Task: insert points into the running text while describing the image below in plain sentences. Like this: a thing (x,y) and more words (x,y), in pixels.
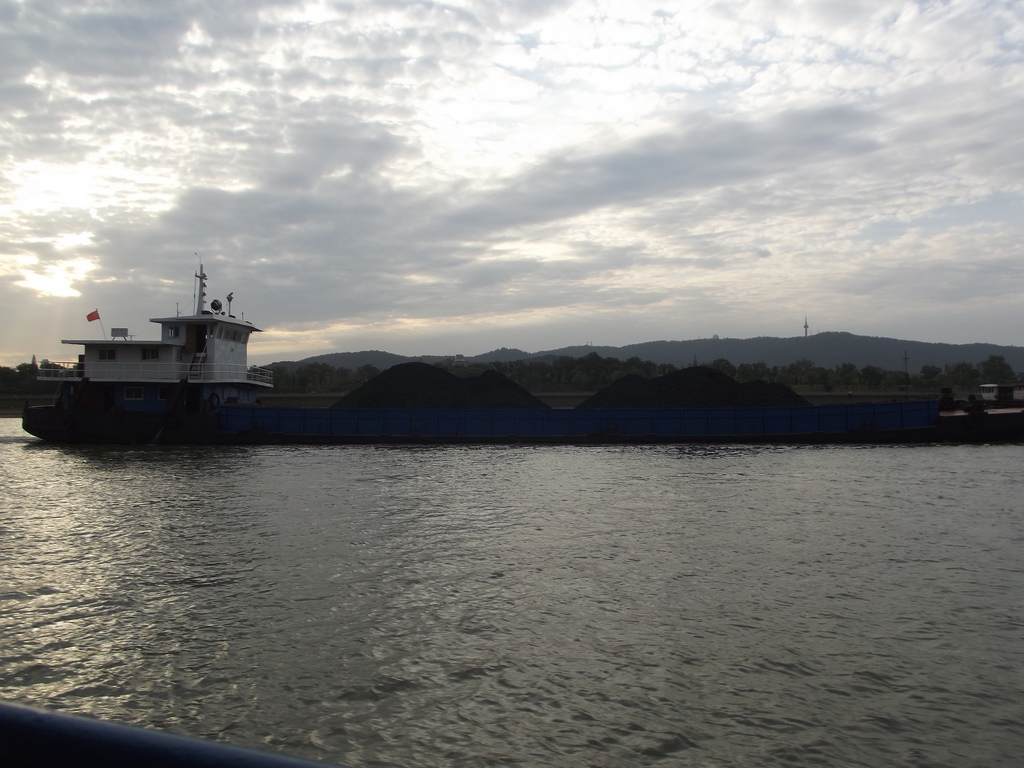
There is water (577,565). On that there is ship (257,420) with flag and railings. In the back (107,271) there are mountains (761,337) and sky (520,193).
